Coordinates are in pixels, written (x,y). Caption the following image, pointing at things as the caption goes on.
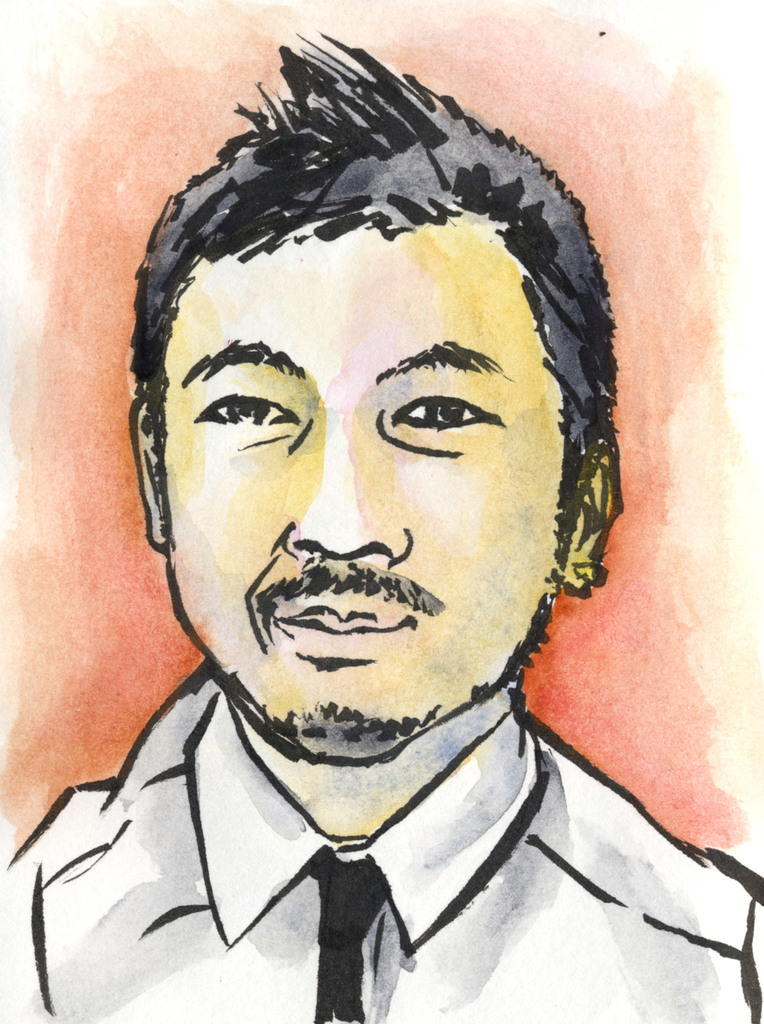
In this image we can see the painting (288,713) of a man (294,710).
